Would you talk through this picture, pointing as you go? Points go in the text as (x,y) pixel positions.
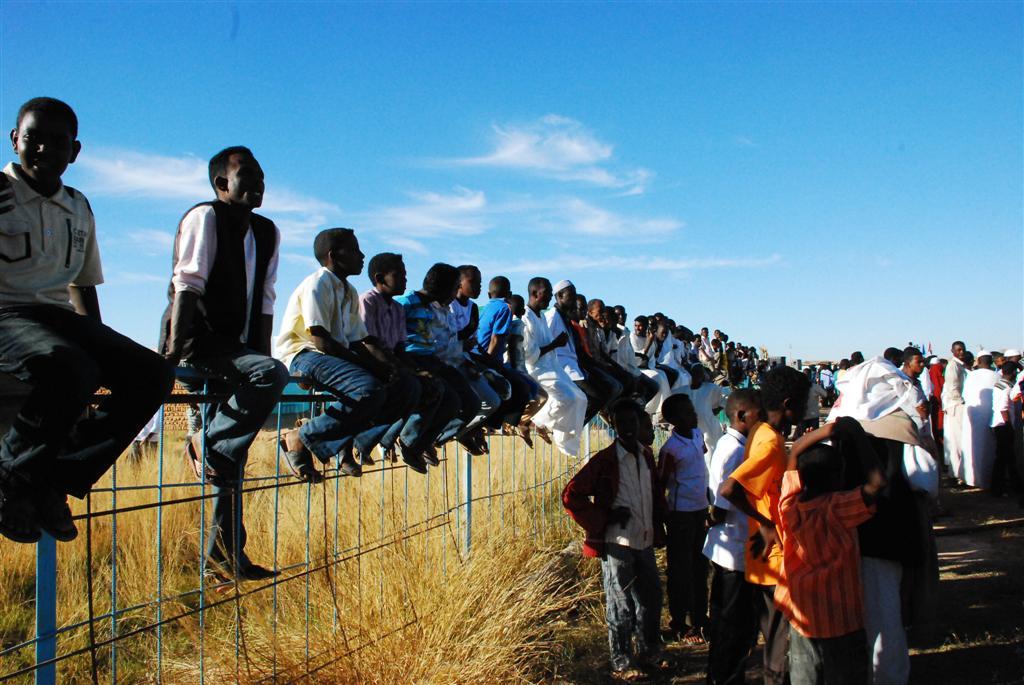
On the right side (812,488), we see people (718,508) are standing on the road (976,516). Behind them, we see a fence (465,503). We see many people (275,370) are sitting on the iron fence (383,490). Behind them, we see the grass (196,504). At the top (462,108), we see the sky (661,172), which is blue in color.
